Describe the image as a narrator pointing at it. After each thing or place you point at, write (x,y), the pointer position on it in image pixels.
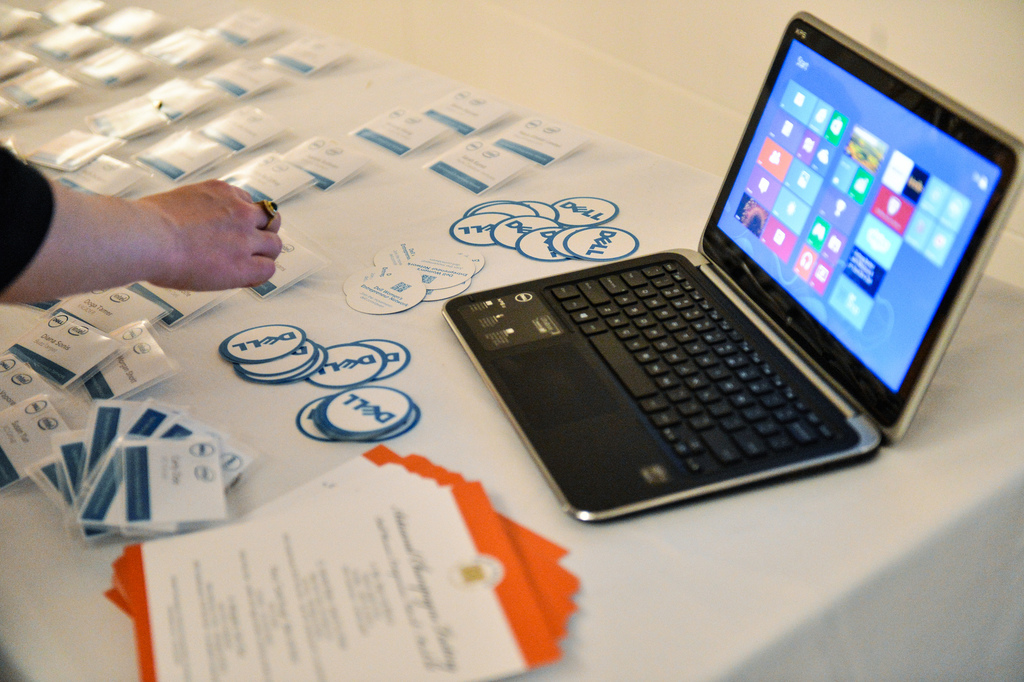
In the image there is a laptop (750,369) on a table (534,503) with some stickers (349,343) and pamphlets (300,590) on it and a person (233,260) holding stickers (116,343) on the left side (220,197).
